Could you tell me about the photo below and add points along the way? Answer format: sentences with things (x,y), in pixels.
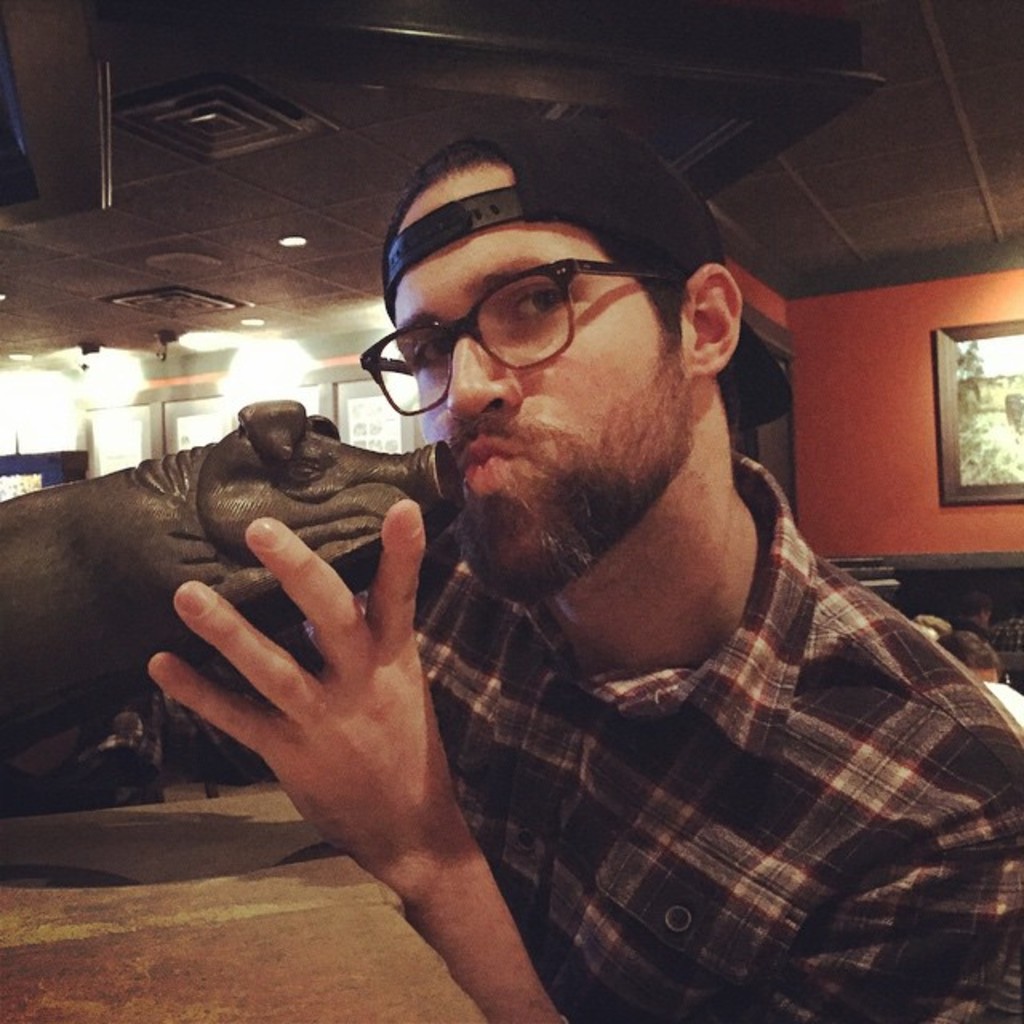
In this picture I can see a man (593,613) posing with a pig sculpture (287,511) and he wore a cap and spectacles (505,344) and I can see a photo frame (960,411) on the wall (1007,524) and few people (966,633) seated on the back (1017,652) and I can see a table (239,861) and few lights (239,351).
